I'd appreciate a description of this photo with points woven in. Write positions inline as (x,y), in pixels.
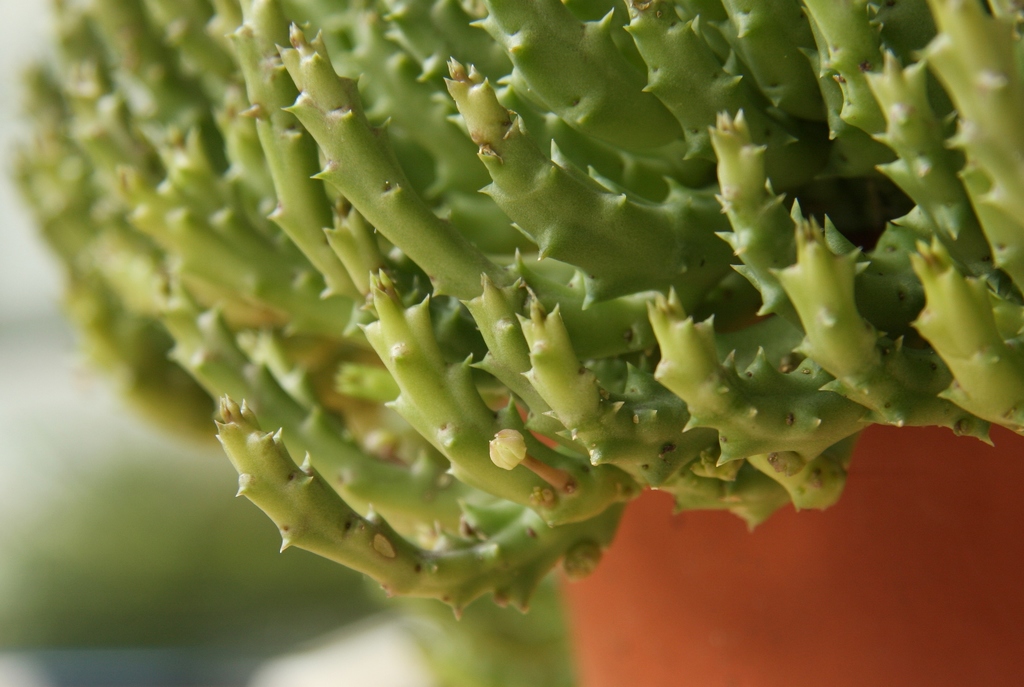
In this picture we can see a plant (445,188) in the pot (686,561) and behind the plant (291,314) where is the blurred background (323,655).
